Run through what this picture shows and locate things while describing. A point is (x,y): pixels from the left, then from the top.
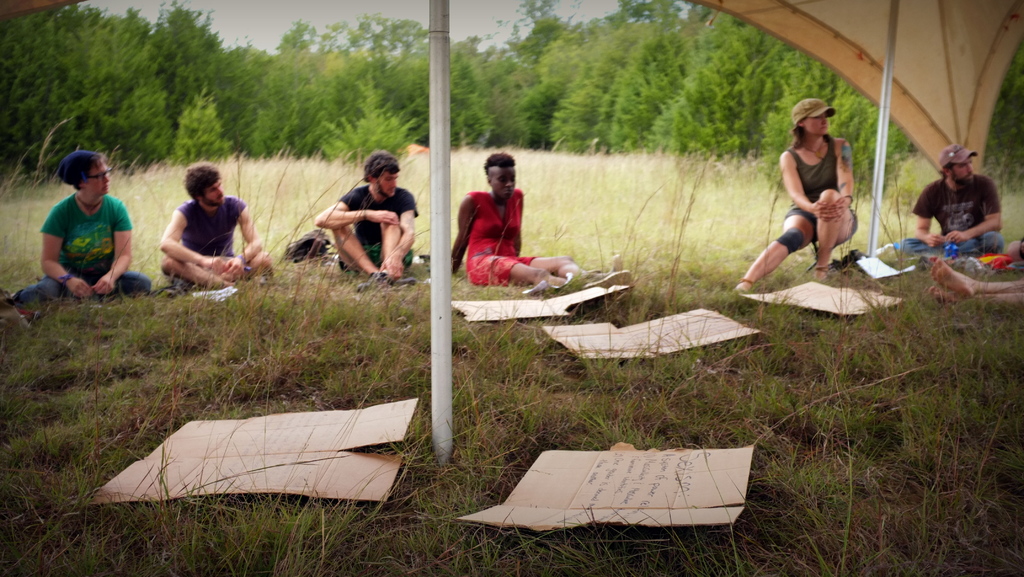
At the bottom (458,477), we see the grass (425,481) and the cardboard sheets (652,459). In this picture, we see the people (353,227) are sitting on the grass (1009,237). In the middle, we see a pole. On the right side (944,268), we see a pole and the legs (940,262) of a person (976,284). We see a man (980,200) is sitting on the grass (658,427). Behind him, we see a sheet (929,68) or a tent (929,71) in brown color. There are trees (470,92) and the sky (269,32) in the background (555,86).
